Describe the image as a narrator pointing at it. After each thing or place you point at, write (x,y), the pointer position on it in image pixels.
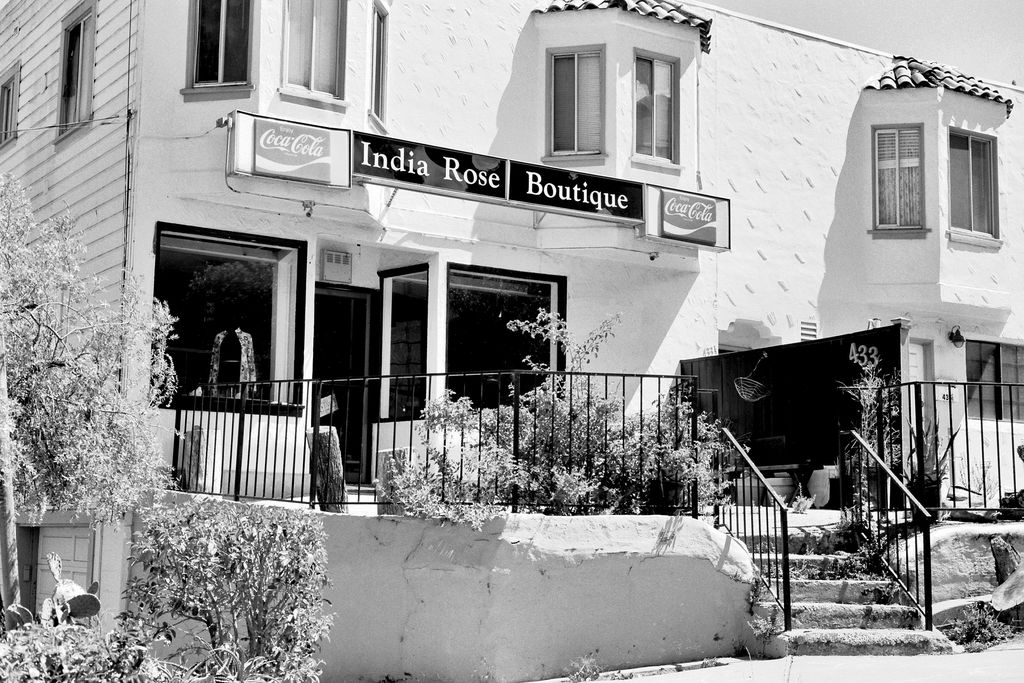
Black and white picture. In this picture we can see a tree (38,427), plants (280,606), steps (826,604), railings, building (585,327), sky (882,13) and hoardings (363,139).
